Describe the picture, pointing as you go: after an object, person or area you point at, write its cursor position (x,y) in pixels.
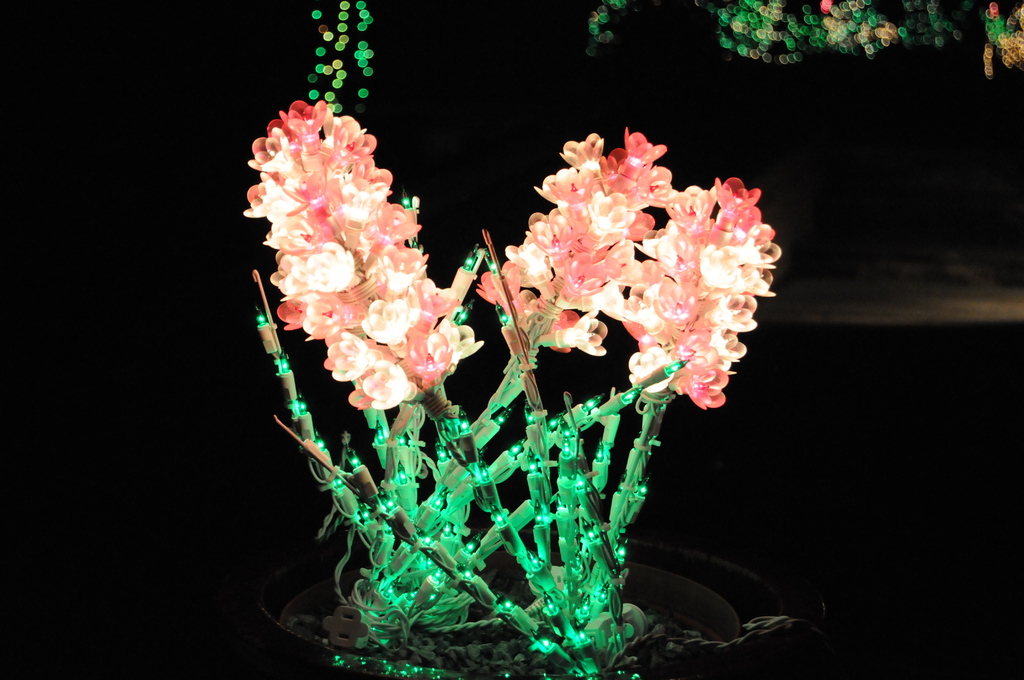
In this picture we can see decorative lights (392,317), wires (348,542) and in the background (108,191) it is dark.
